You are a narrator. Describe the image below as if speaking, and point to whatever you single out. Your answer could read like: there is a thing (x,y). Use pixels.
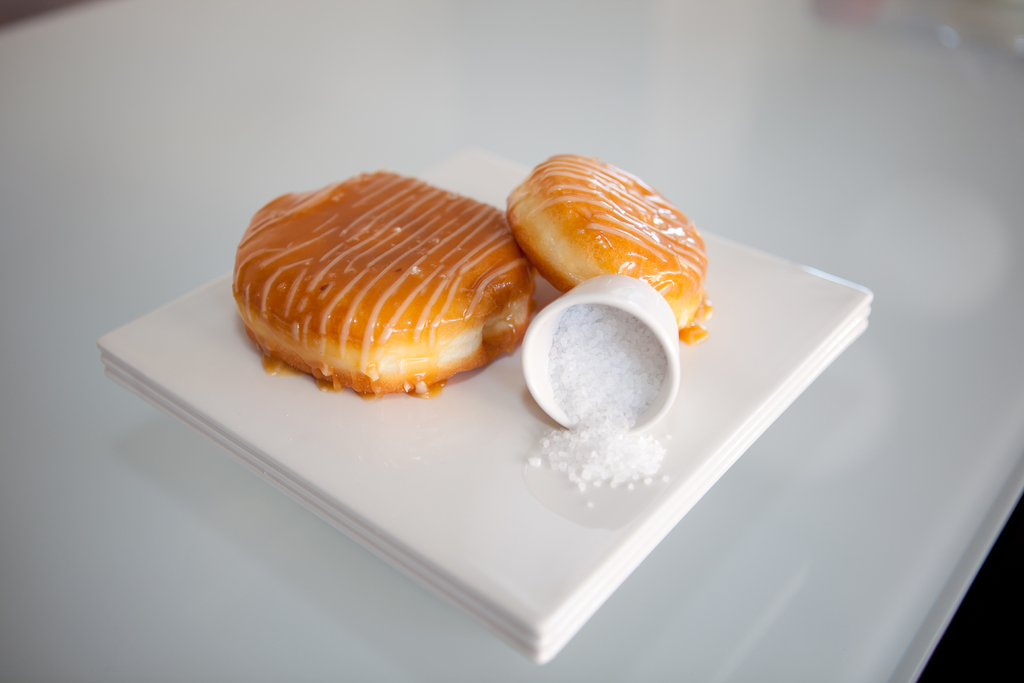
In this image we can see food (589,321) placed in a plate (408,402) on table (263,21).
